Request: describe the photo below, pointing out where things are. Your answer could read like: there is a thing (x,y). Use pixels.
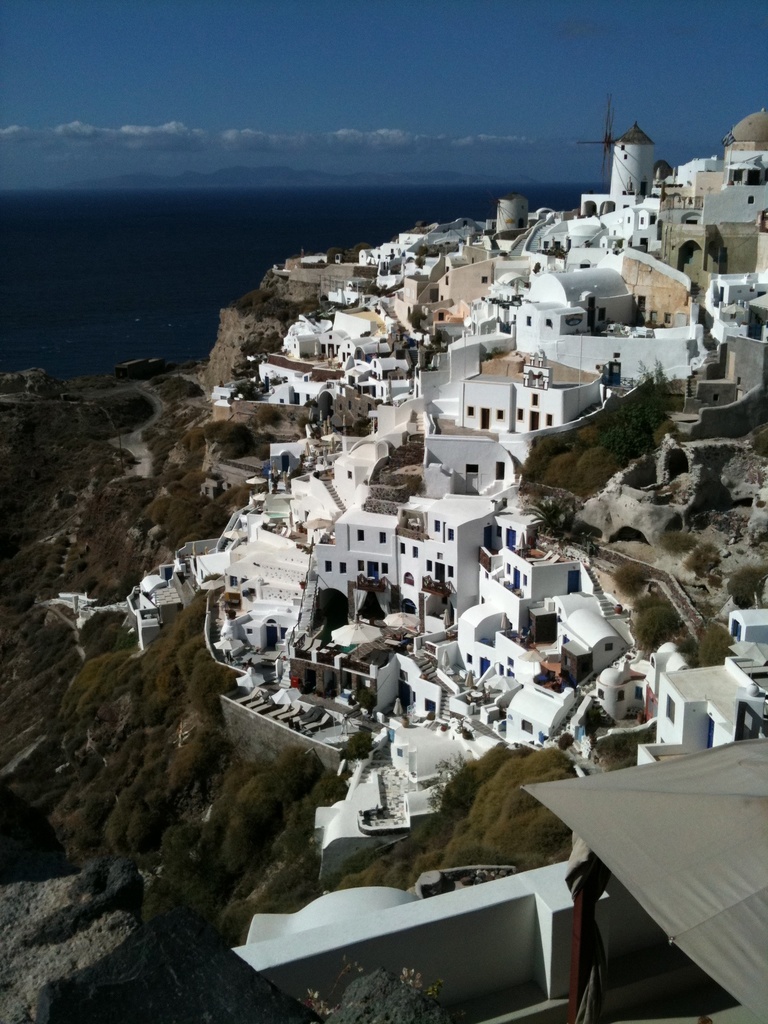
In this image I can see a mountain (628,471), few buildings (435,412) which are white and cream in color on the mountains (156,730), few trees (176,711) on the mountains (207,729) and in the background (165,322) I can see the water (125,258), few other mountains (225,180) and the sky (373,79).
